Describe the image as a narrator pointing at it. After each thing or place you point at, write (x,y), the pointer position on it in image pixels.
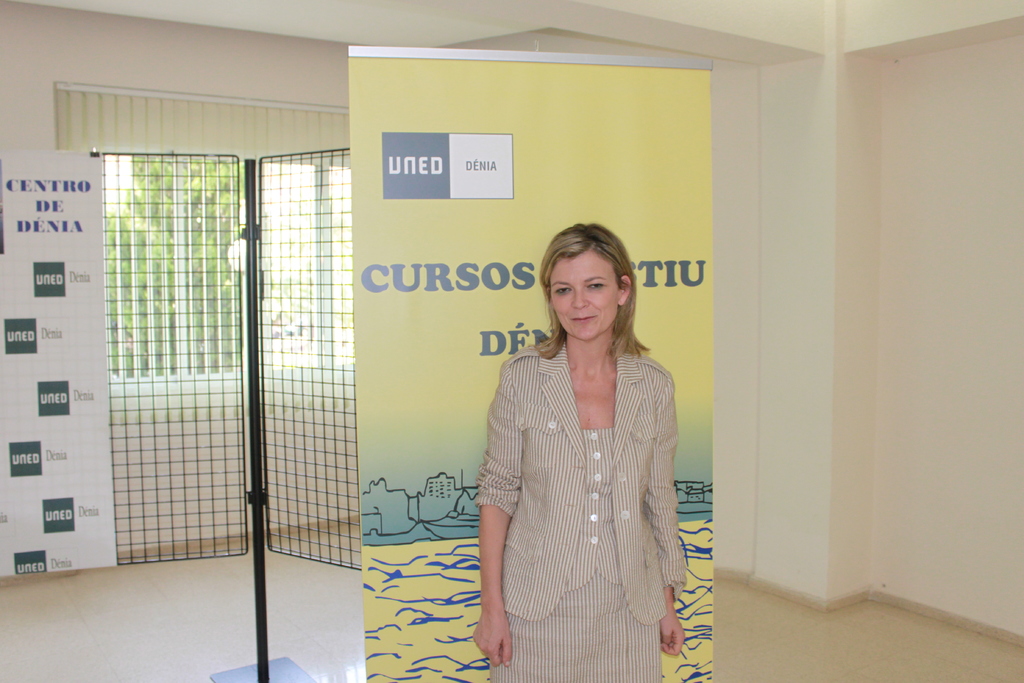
In this image we can see a lady (640,391) and a board (567,53). In the background of the image (330,294) there is a board (94,447), rod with grille (262,352), wall (979,273) and other objects (168,278). At the top of the image (370,8) there is the ceiling (741,13).
